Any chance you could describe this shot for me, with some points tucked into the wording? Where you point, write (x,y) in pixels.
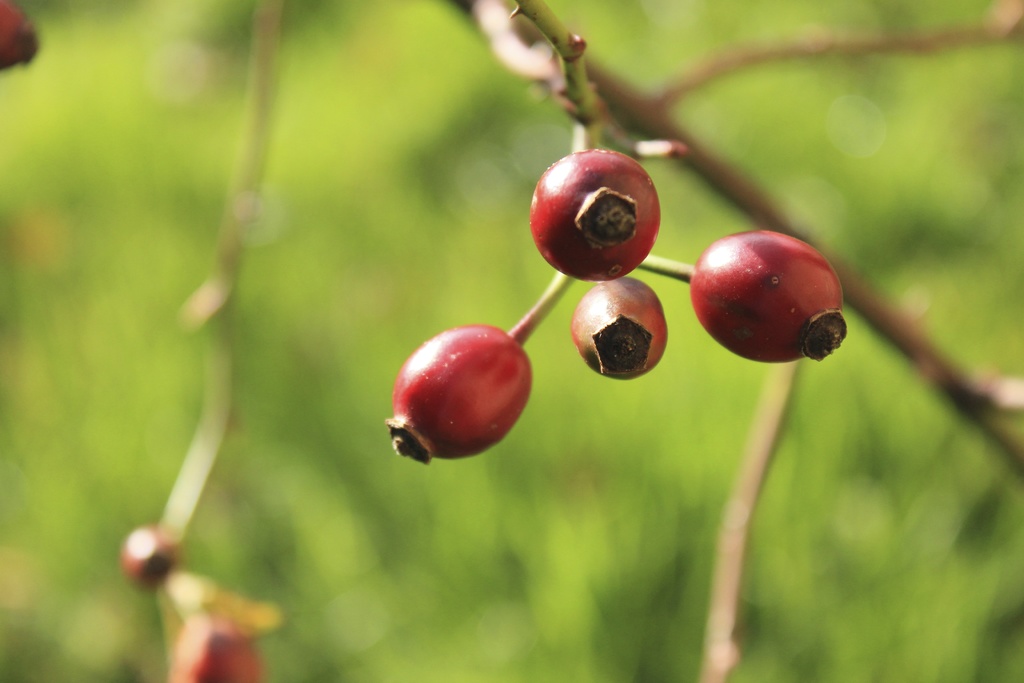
In this picture I can see there are red color fruits (605,289) attached to the stem (635,92) and the backdrop (583,546) is blurred.
